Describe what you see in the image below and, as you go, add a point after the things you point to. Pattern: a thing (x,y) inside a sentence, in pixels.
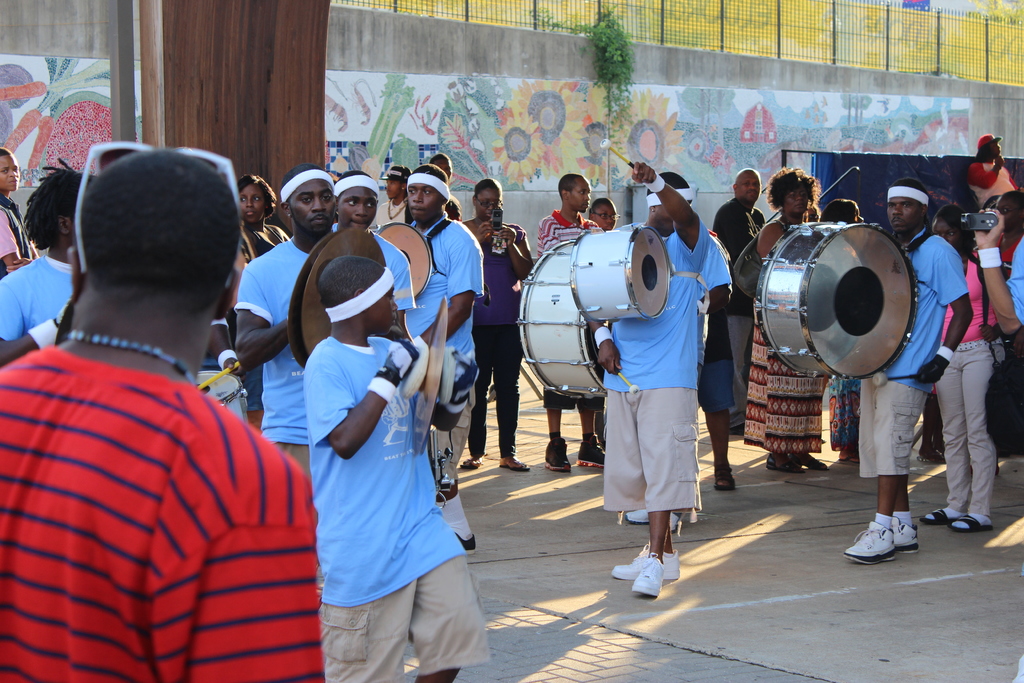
In this image there are group of people (663,335), few people (686,309) are playing the drums (641,282) and few (500,346) are standing. At the background (477,135) we can see a wall (540,132) which is painted.
